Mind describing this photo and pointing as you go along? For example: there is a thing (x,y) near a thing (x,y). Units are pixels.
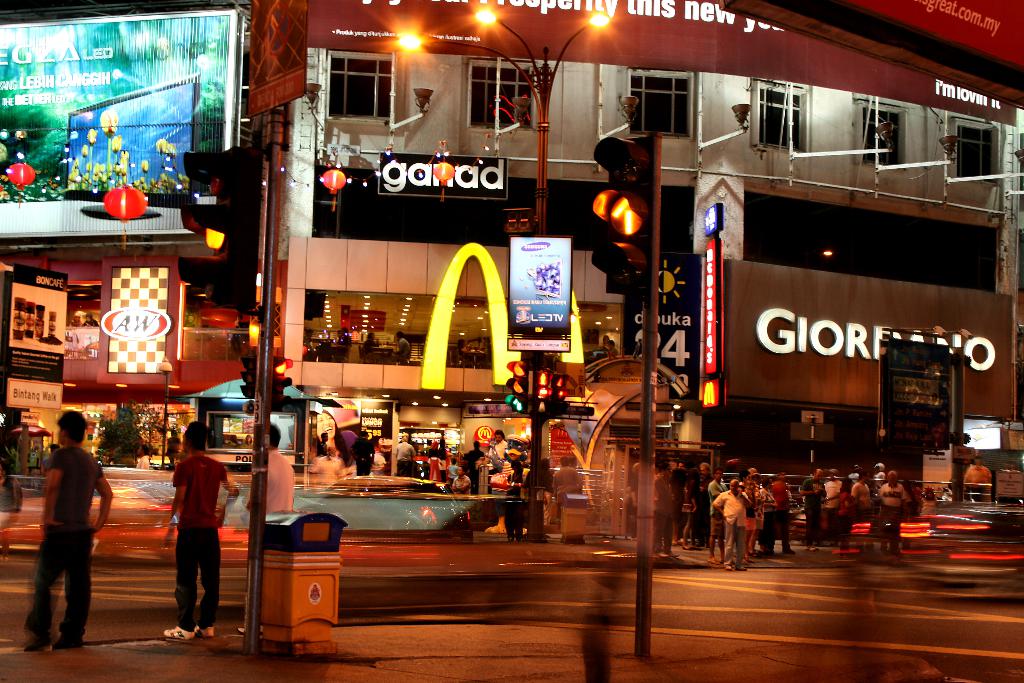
There is a road (877,572). There are traffic lights (253,366) with poles (263,375). There are many people (680,517). In the back (321,185) there are many buildings (348,158) with windows (780,125), name boards (424,26) and screen (176,148). Also there are street light poles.
